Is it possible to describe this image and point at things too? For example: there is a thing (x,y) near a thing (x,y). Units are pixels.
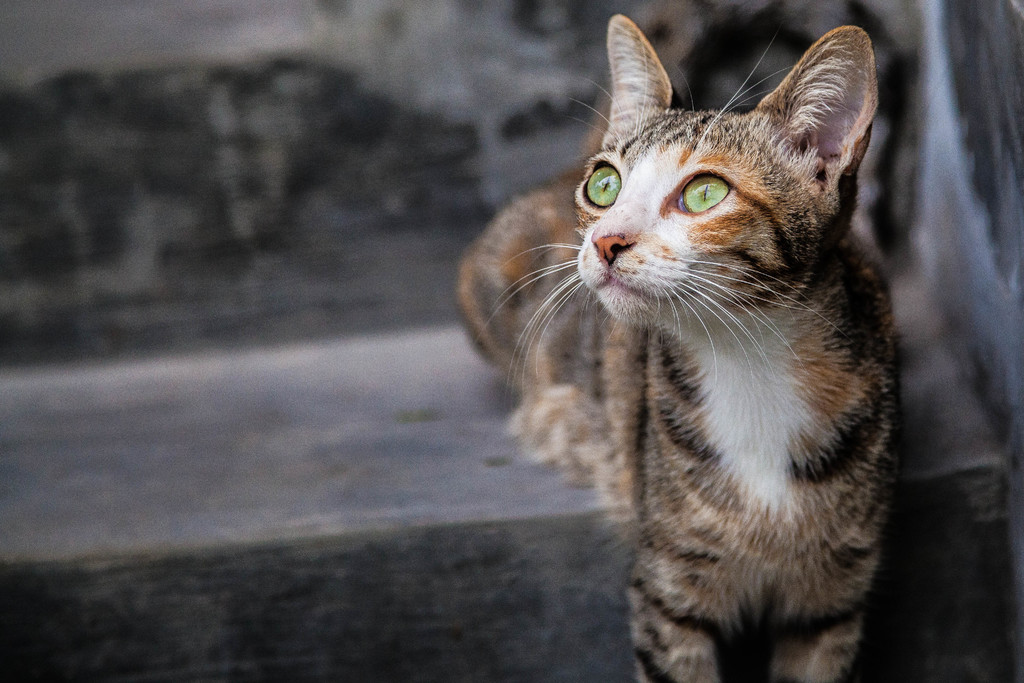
In this image I can see the cat (706,420) which is in white, brown and black color. And there is a blurred background (387,70).
